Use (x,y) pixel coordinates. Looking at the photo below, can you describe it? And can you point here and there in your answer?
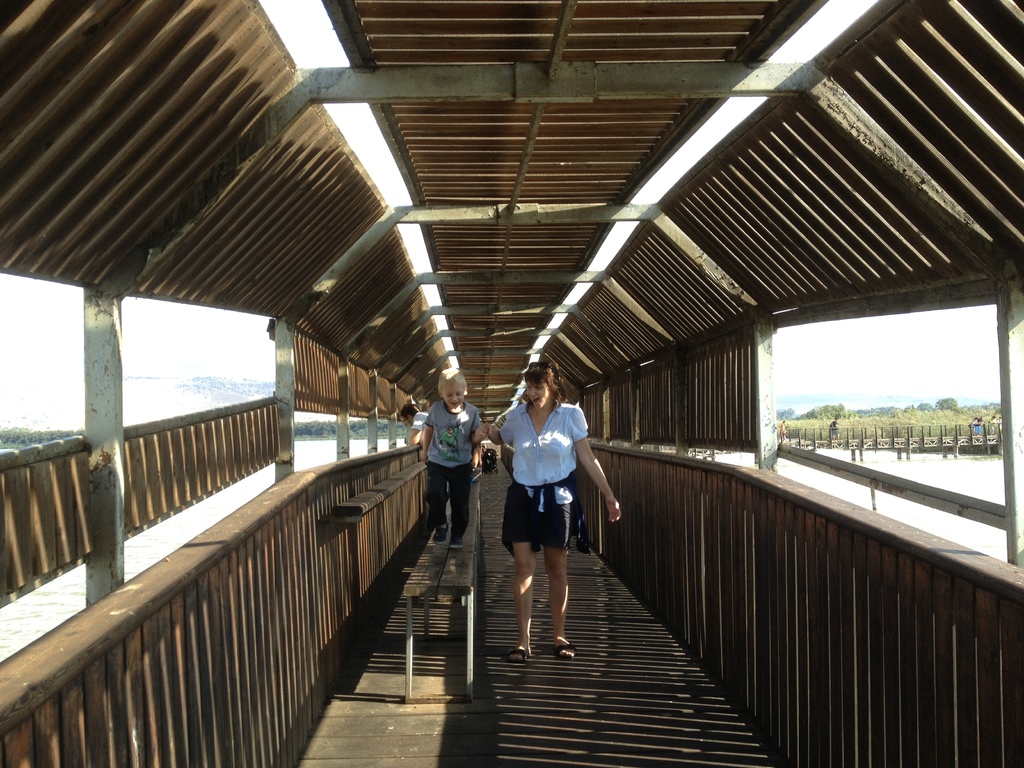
Woman (522,592) in the white shirt (534,481) is holding the hands (485,427) of a boy (444,401) and she is smiling. Beside her, boy (447,415) in a grey t-shirt (456,445) and black pant (436,503) is walking on the bench (459,582). Both of them are walking on the bridge (364,649). Beside that, we see water (963,480) and we even see the trees (870,419) and the sky (815,371). This picture is clicked outside the city.
